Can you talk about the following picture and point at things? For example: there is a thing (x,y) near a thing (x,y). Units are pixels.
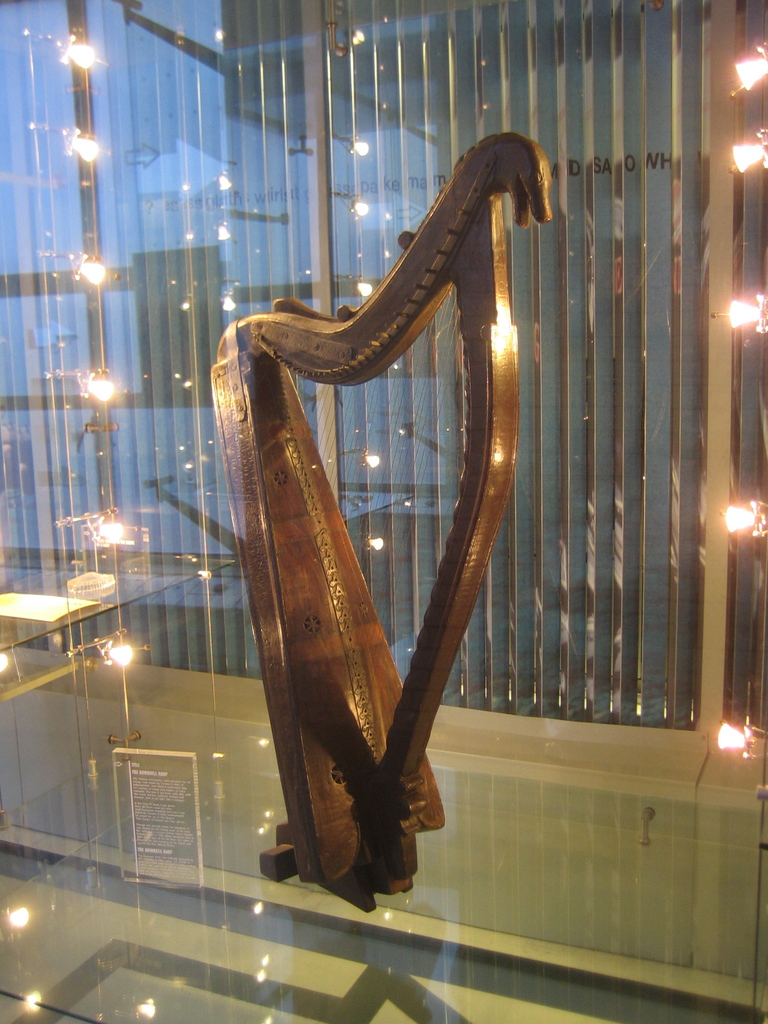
In this image I can see a harp (288,754) on a glass object (253,839). Also there are lights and some other objects (186,839).
